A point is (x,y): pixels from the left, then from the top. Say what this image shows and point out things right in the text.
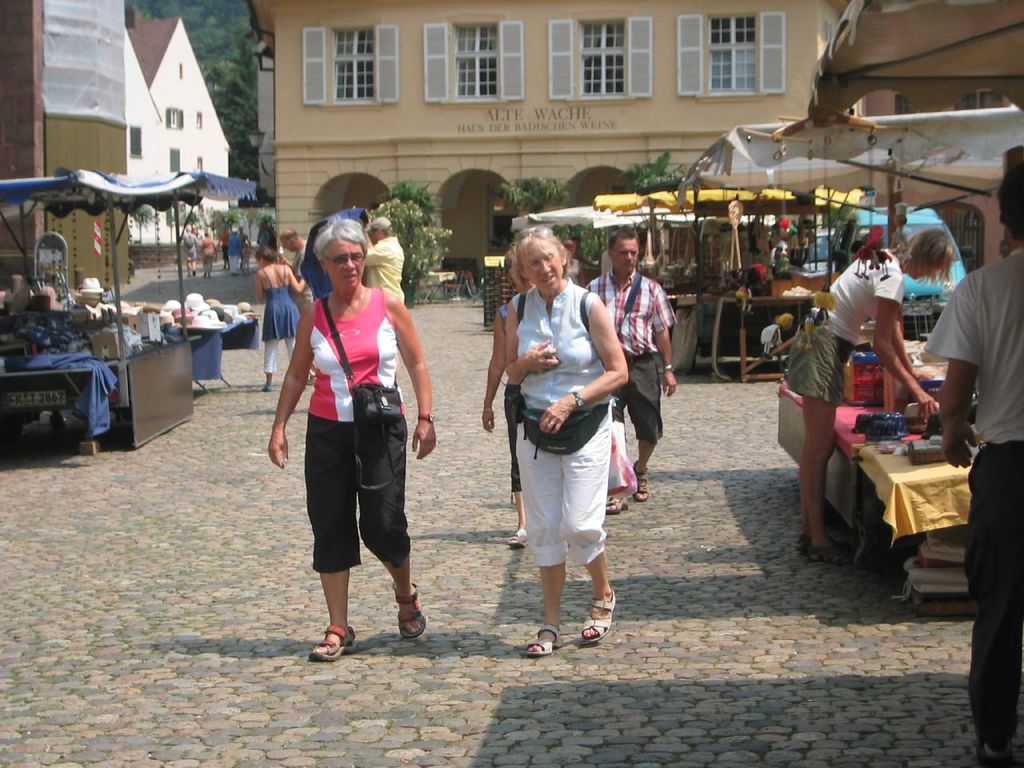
In the middle of the image (621,401), there are persons (524,269) on the road (445,439). On the left side (235,196), there are tents (5,189) arranged, under which there are some objects (56,340) on the tables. On the right side (977,47), there are tents (838,78) arranged, under which there are some objects (784,259) on the table (924,479) and there are two persons (897,262). In the background (199,17), there are persons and there are trees (234,214).
